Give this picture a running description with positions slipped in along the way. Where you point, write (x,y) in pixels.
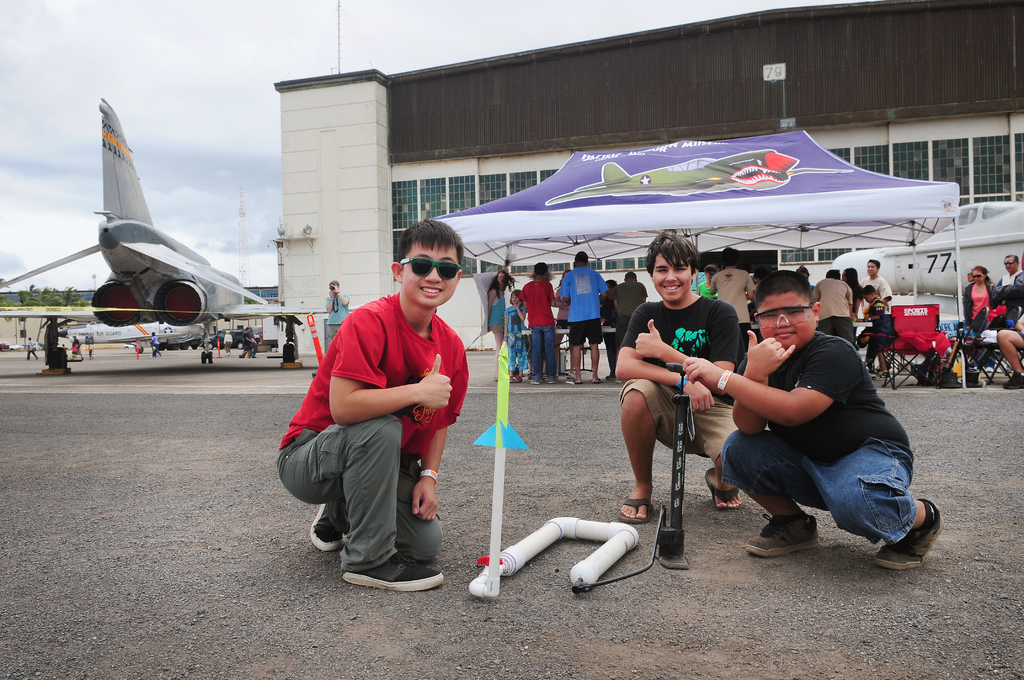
In this image I can see three people (638,447). In-front of these people (652,473) I can see the air-pump (680,474) and the tube (508,557). In the background (596,339) I can see the tent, many aircraft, the group of people (615,341) with different color dress (744,299) and the vehicles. I can also see the building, clouds (224,193) and the sky (184,107).
